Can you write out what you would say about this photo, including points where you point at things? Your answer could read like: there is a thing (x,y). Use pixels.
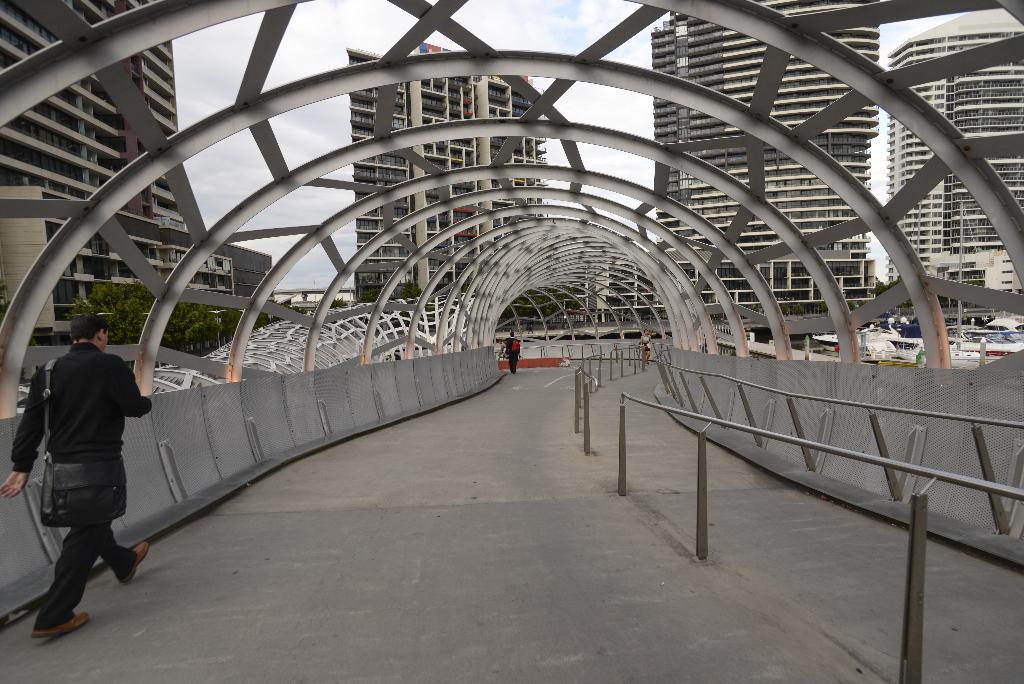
In this image I can see two people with black color dresses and I can see the one person (100,512) with the bag (89,518). These people (105,526) are walking on the bridge (499,504). In the back (573,100) there are many buildings (739,175) and the sky (287,134).
